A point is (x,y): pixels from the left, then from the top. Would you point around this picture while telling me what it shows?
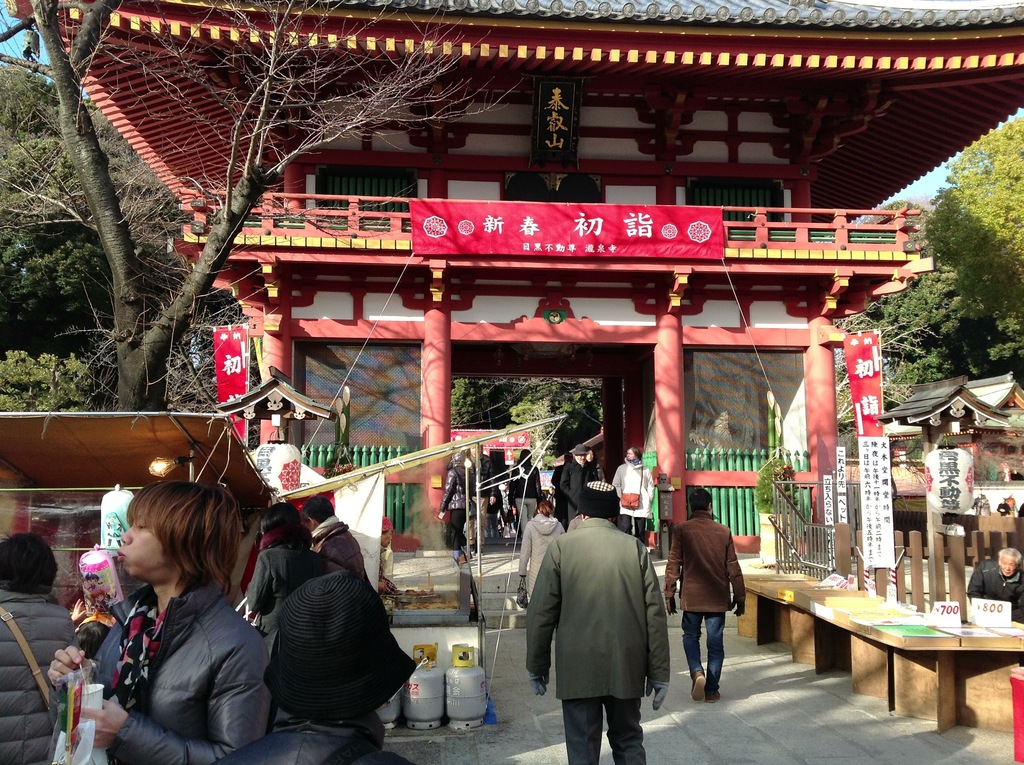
In this image in the center (511,495) there is a building (676,481) and also some persons (511,518) are walking, and on the right side (1012,391) and left side (70,254) there are some trees (70,240), houses (982,478), railing (779,496). And on the right side (884,638) it looks like a table (983,660), on the table (997,664) there some books (995,628) and also i can see some boards (869,464). On the left side (96,551) there is a food store (102,542) and some objects (88,598) and cylinders (459,673), at the bottom (514,658) there is walkway (725,666) and in the center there is a staircase (487,612). In the background (962,194) there are trees (997,287).
